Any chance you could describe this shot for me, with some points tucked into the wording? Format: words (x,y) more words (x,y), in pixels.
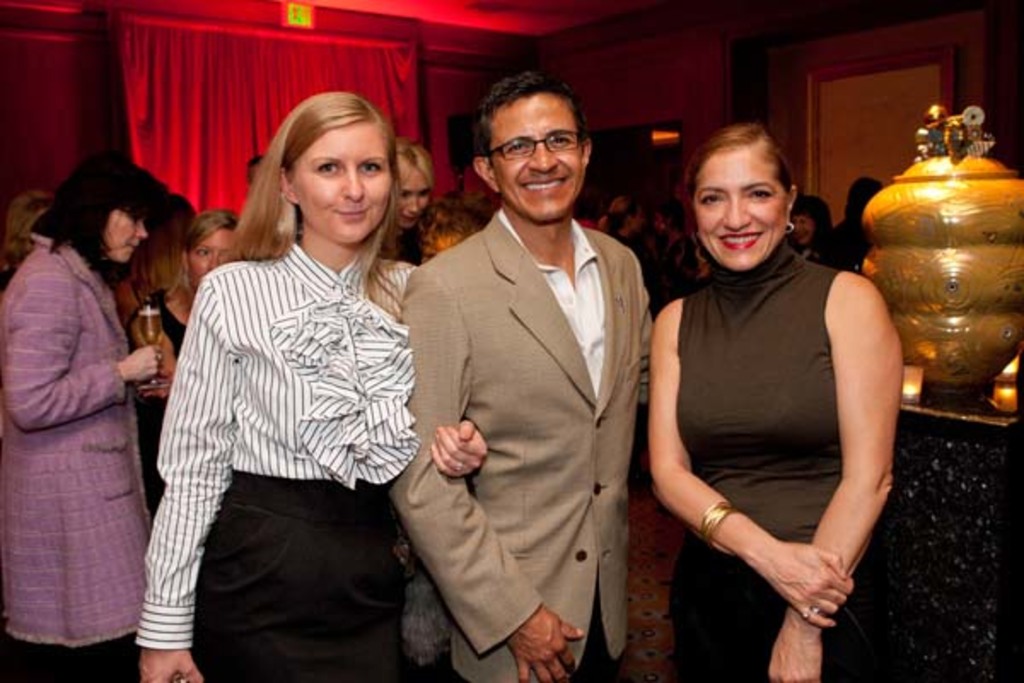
In this image we can see three persons (332,286) are standing. In the background (41,328) we can see few persons (148,390) and a woman (133,434) on the left side (135,366) is holding a glass (148,380) with liquid (140,323) in it, curtain (158,96), wall (61,169), frame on the wall (470,73), objects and a metal object (993,352) on a platform (984,433) on the right side (999,333).
